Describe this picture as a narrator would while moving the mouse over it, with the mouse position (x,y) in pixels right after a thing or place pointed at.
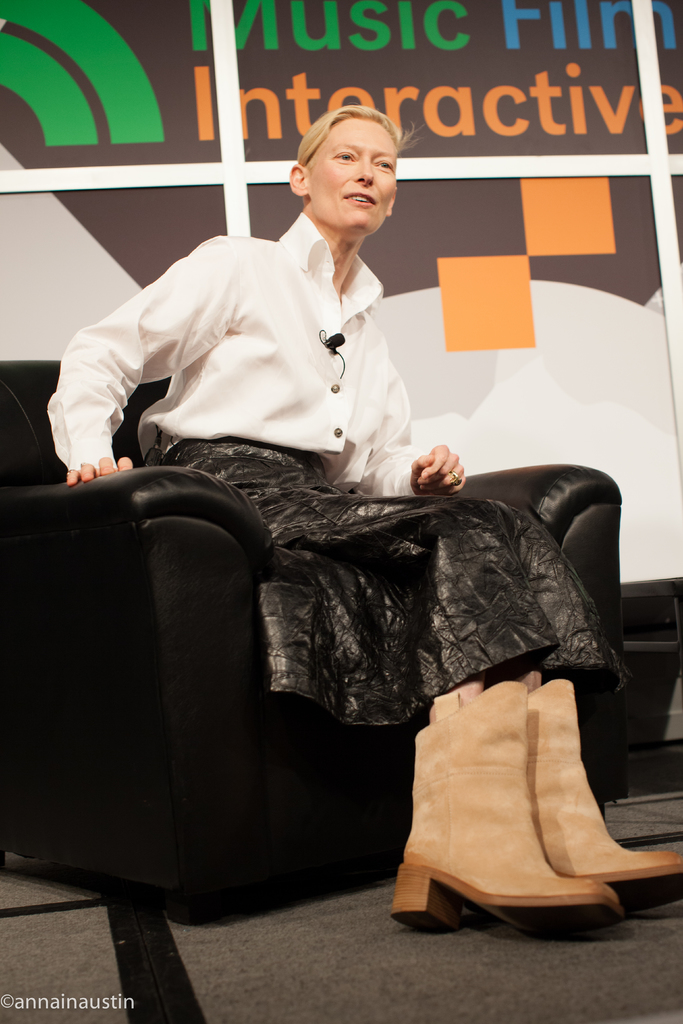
In this image I can see woman (347,472) sitting on the chair (127,678). At the back side (265,83) there is a board (482,114).
